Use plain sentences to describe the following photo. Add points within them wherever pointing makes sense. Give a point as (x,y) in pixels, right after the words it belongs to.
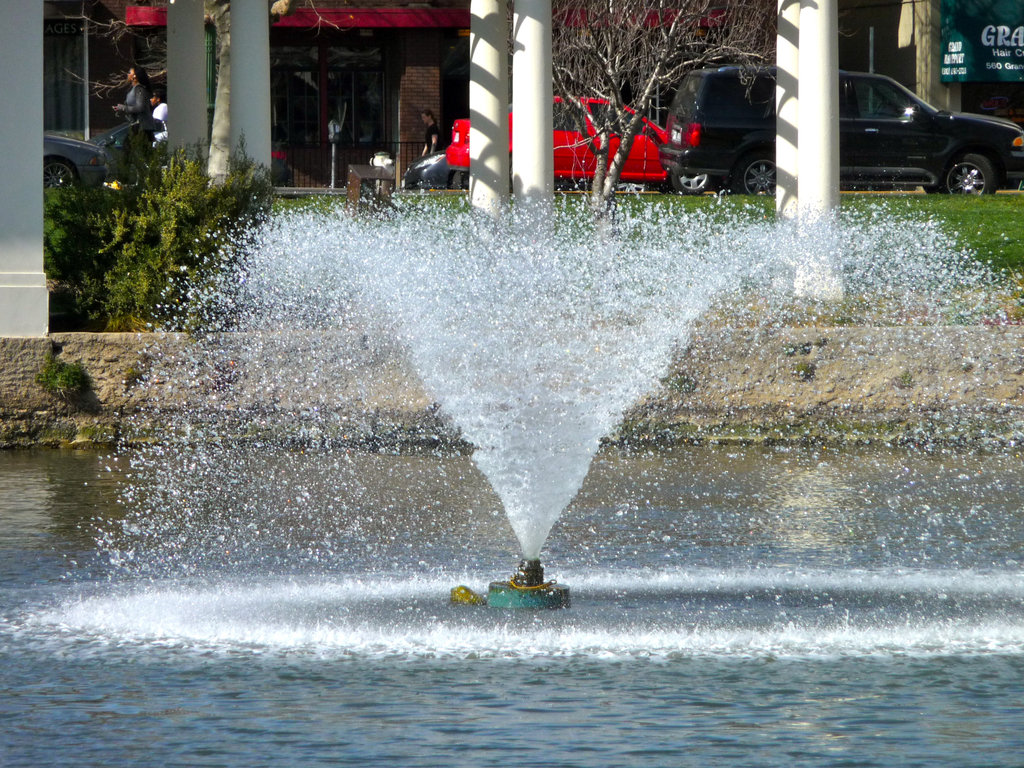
In this image, we can see a water fountain (537,605). Background (385,134) there are few pillars (5,229), plants (183,199), grass (565,219), trees (607,4), vehicles (581,163), houses (886,49), banner (970,67). Here we can see few people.
